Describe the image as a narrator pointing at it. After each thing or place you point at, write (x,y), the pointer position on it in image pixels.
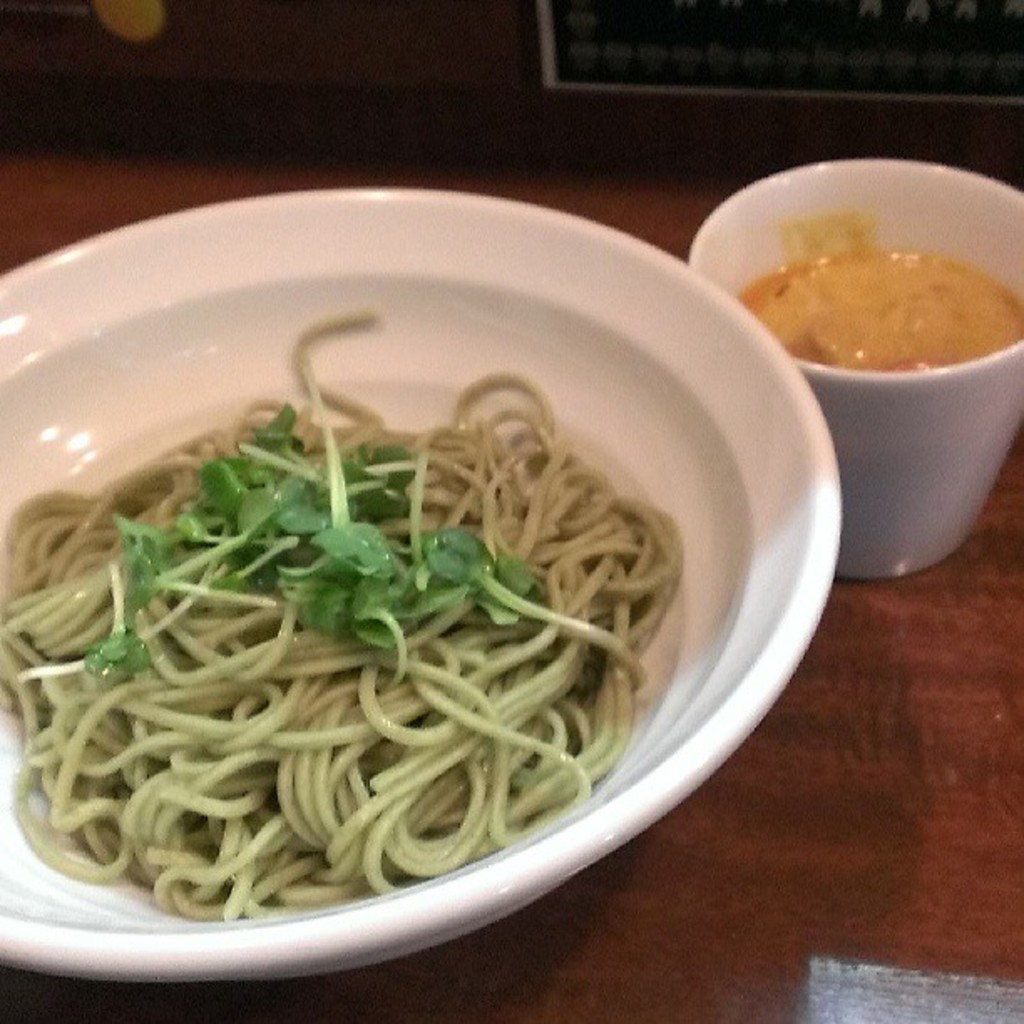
In the foreground of this image (313,696), there are noodles (314,800) and leafy vegetables (416,560) in a white bowl (451,309). Beside it, there is a white cup (925,448) on a wooden surface (860,765) and the background (757,48) image is not clear.
